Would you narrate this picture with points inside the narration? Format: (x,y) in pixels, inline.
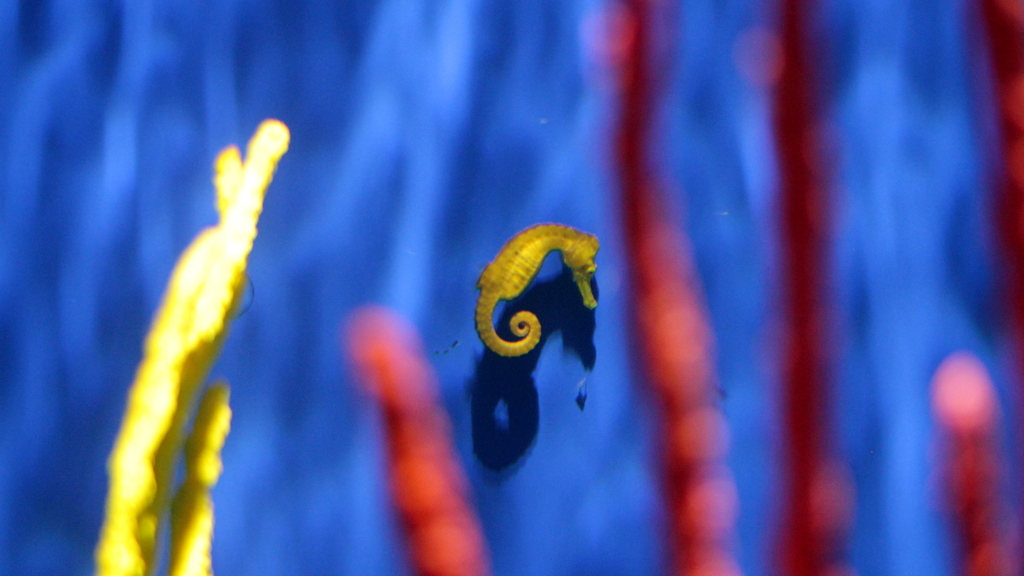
In this picture there is the sea horse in the middle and there is some undefined object (621,158) present nearby.
